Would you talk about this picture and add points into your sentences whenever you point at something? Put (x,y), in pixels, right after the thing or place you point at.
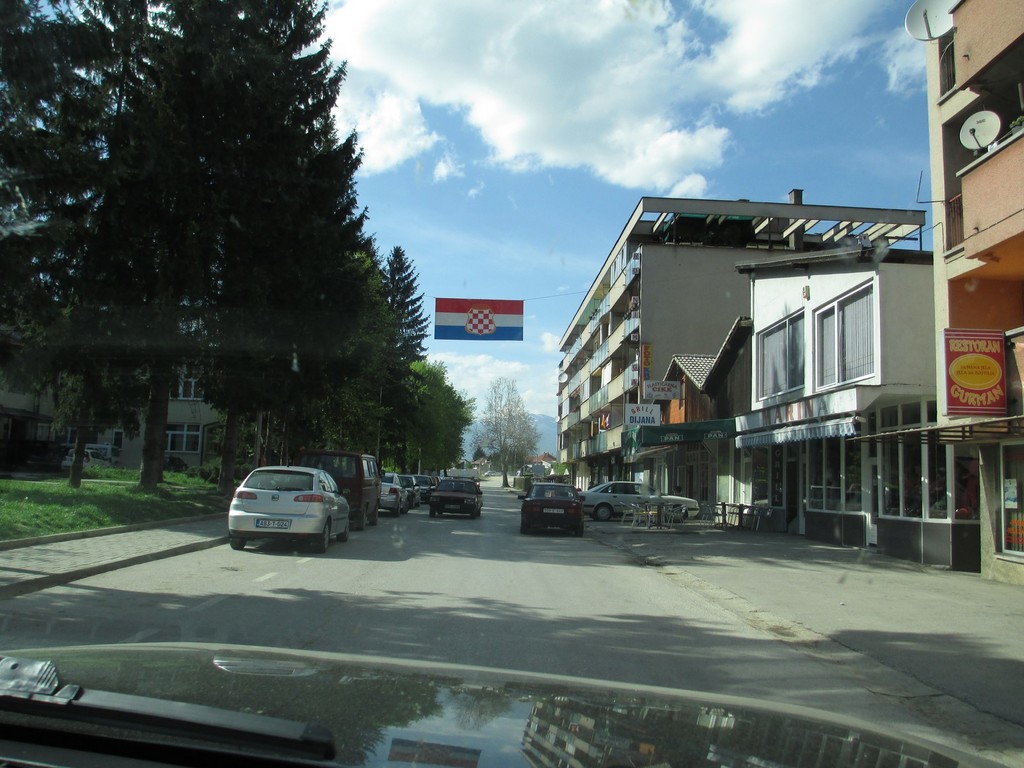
In this image at the bottom (46,684) there might be a vehicle part (284,669), in the middle (485,487) there is a road (482,514), there are some vehicles (440,506) visible, on the right side (687,375) there are some buildings (638,476), chairs (630,516) kept on it, on the left side (153,377) there are trees (71,371), vehicle (93,456), at the top (633,120) there is the sky (475,285).
